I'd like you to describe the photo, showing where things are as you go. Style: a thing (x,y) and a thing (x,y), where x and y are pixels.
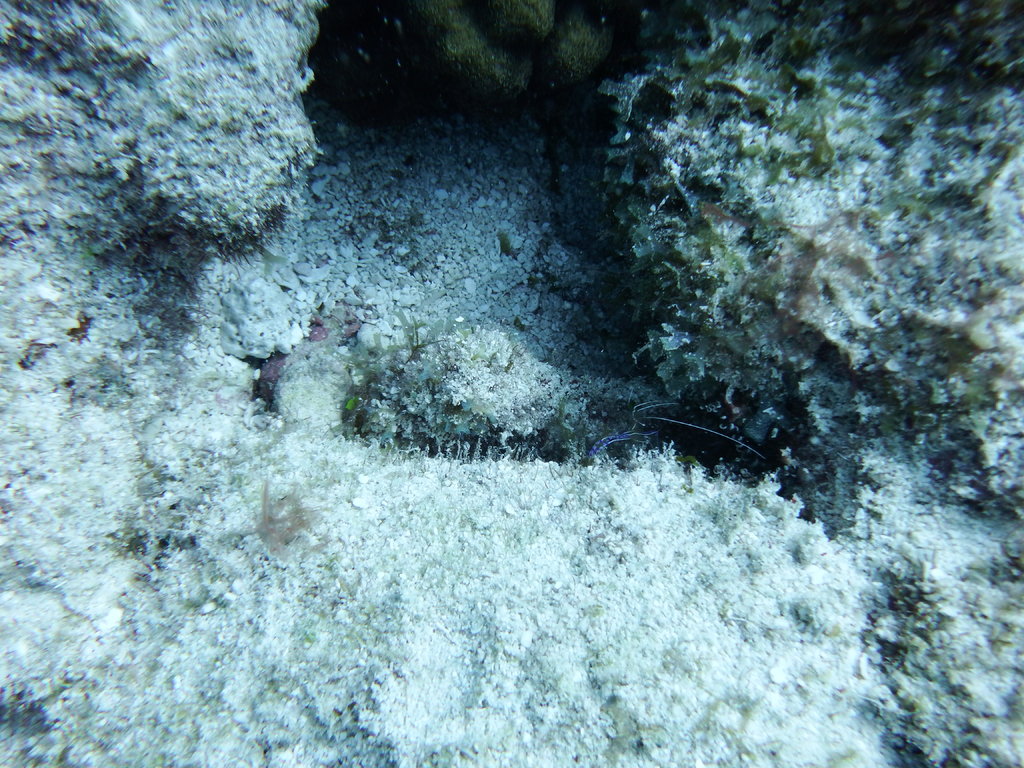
This is a water body (462,367). Here we can see an algae (871,382).
